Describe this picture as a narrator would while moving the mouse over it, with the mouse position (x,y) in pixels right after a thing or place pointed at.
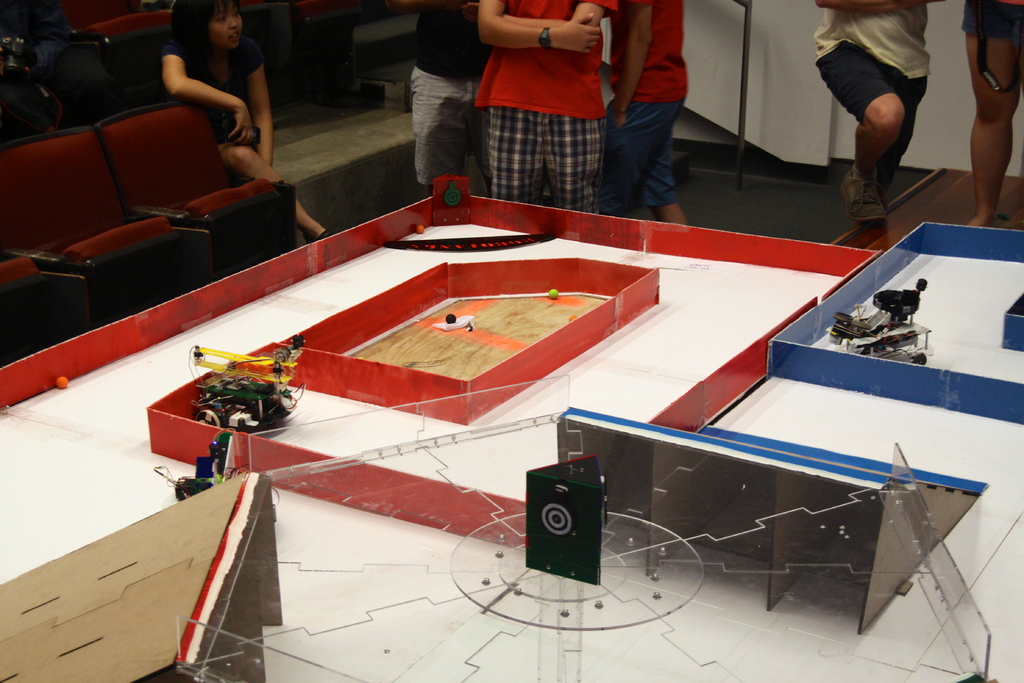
In the picture there is a table (359,353), on the table (540,230) there are many items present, there are cars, there are many people (542,163) standing near the table (414,271).
